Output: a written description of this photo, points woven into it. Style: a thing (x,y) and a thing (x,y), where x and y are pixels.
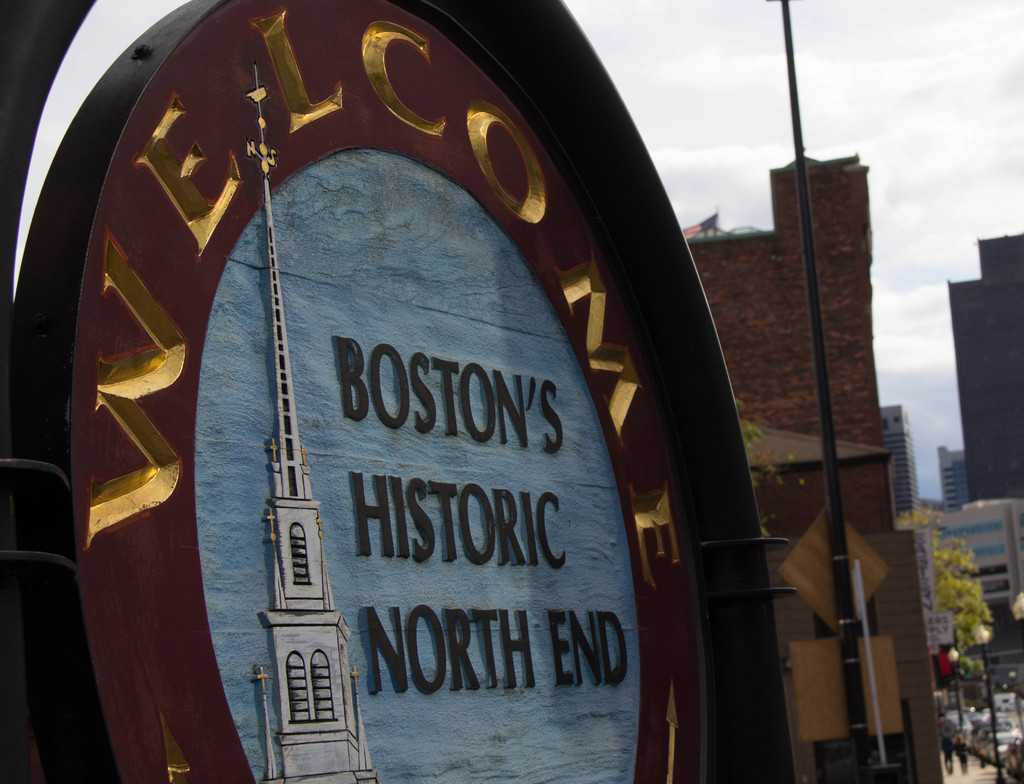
In this image we can see the name (614,672) of the street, there we can see a pole (816,306), few buildings (813,505), few vehicles (998,702) on the road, two people (955,746) on the pavement (974,775), few trees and the sky (875,41).
